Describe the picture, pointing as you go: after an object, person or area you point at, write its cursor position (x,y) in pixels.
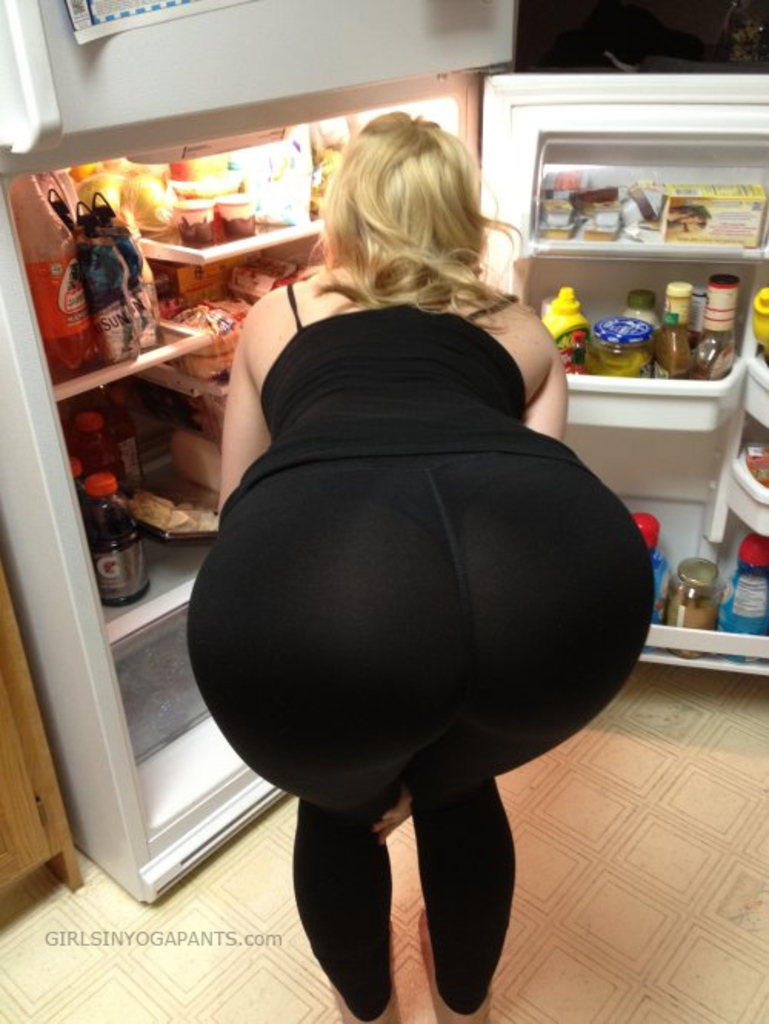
In this image a lady (407,518) is bent. In the background (172,60) there is a fridge (150,107). The fridge (174,74) is open. Inside it there are few bottles (685,298) and food items (185,448) are there. The lady (366,648) is wearing black dress (326,893).
